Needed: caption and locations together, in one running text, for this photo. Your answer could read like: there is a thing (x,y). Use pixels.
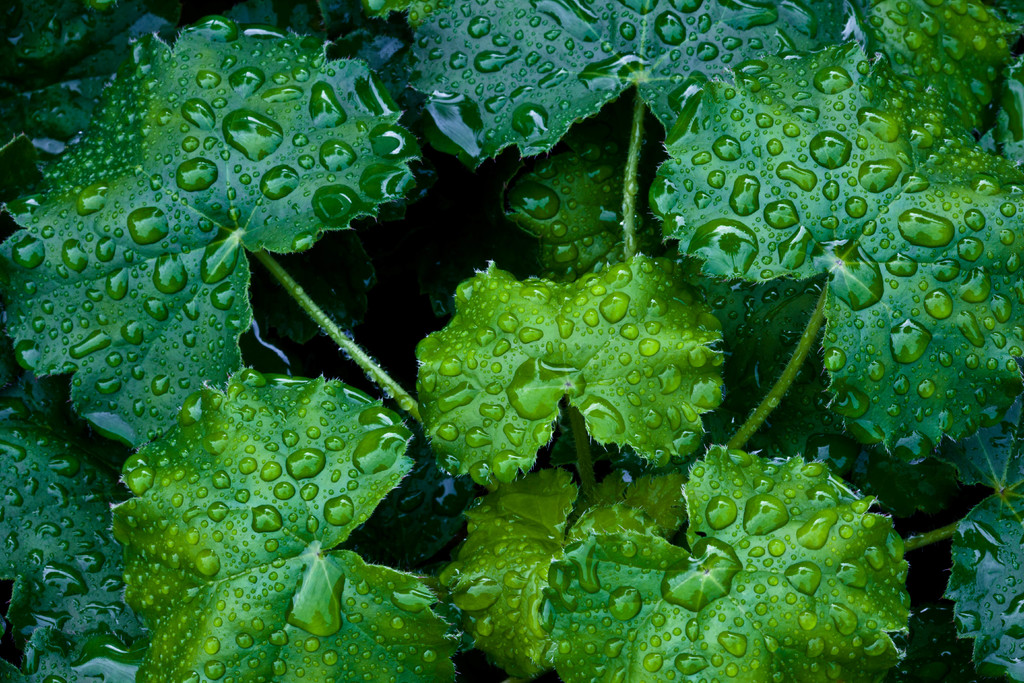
This is a zoomed in picture. In the foreground (215,87) we can see the green leaves (226,502) and the stems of the plants (652,520) and we can see the droplets (835,184) of water (250,145) on the leaves (596,351).
